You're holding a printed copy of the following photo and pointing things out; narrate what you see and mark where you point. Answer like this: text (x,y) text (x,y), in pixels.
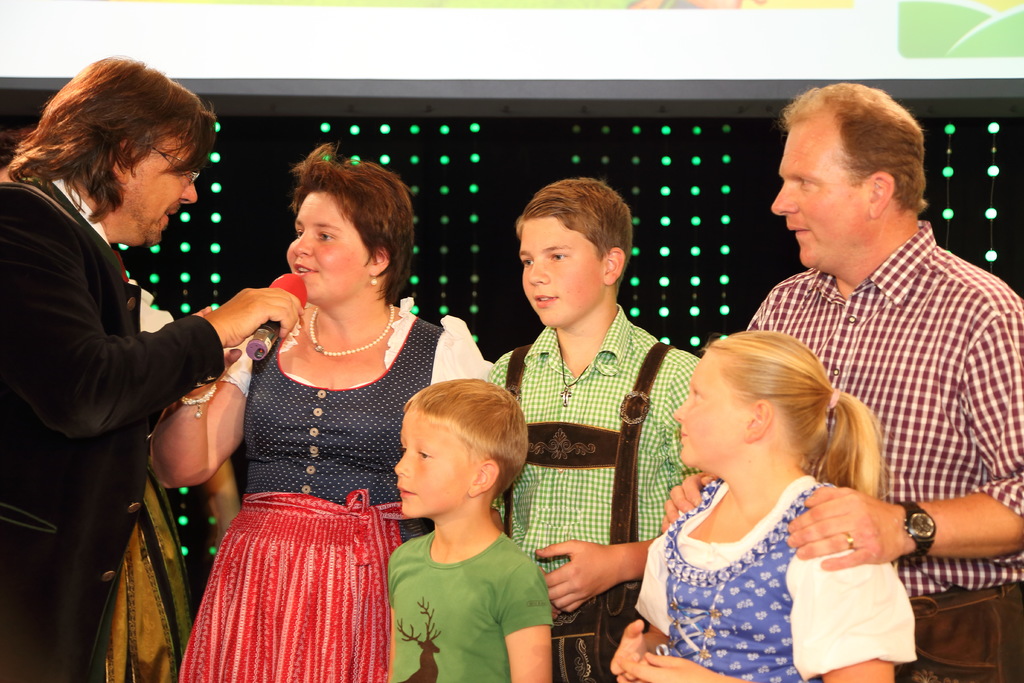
In this picture we can see a girl (361,669) standing in the front (309,347) and speaking on the microphone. Beside we can see small boy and a man (802,317) standing. On the left corner (98,441) we can see a man (73,417) wearing black coat (106,360) and holding the microphone (278,280). Behind we can see some led light board (687,172).
